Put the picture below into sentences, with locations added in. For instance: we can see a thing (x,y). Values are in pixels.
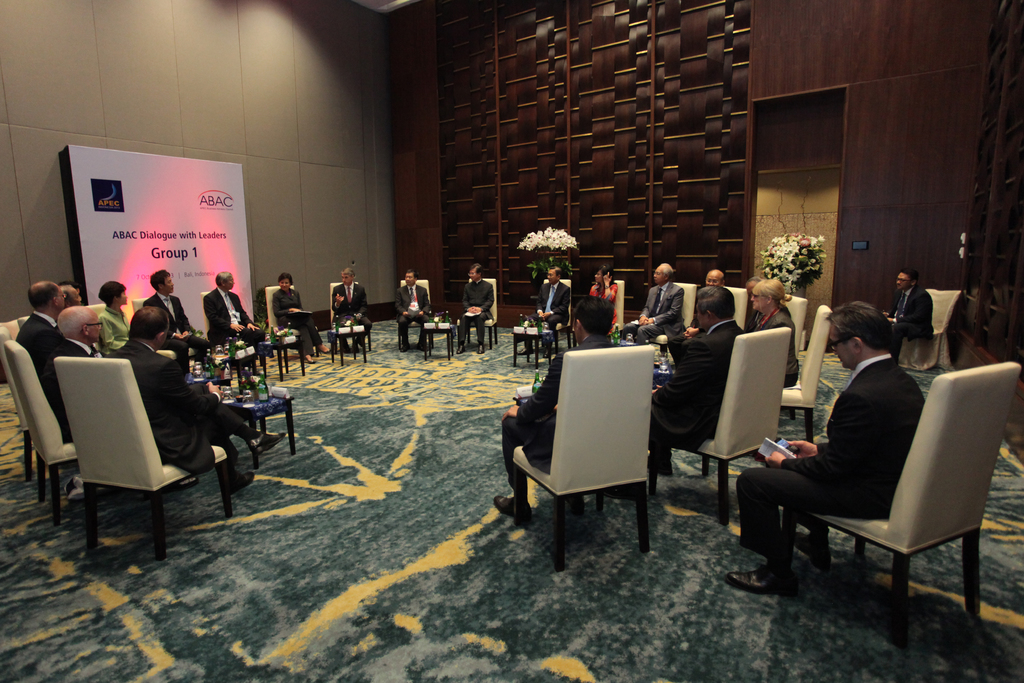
In the image we can see there are people (687,397) sitting on chair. This is a flower plant (779,249). This is a poster (202,229) on which it is written group one. These people (210,326) are wearing blazer (842,404).
